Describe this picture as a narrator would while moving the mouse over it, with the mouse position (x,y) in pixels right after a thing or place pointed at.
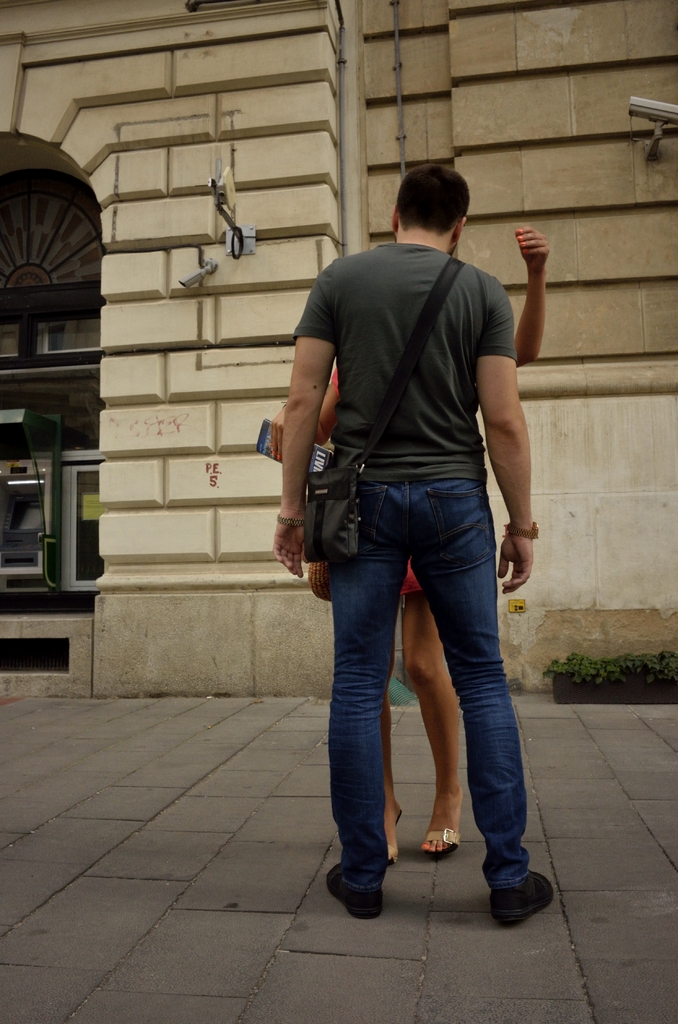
In the front of the image (325,555) we can see two people (436,385) are standing. Among them one person (427,392) wore bag (345,541). In the background (574,204) there is a wall (637,123), plant (606,669) and things (10,579).
